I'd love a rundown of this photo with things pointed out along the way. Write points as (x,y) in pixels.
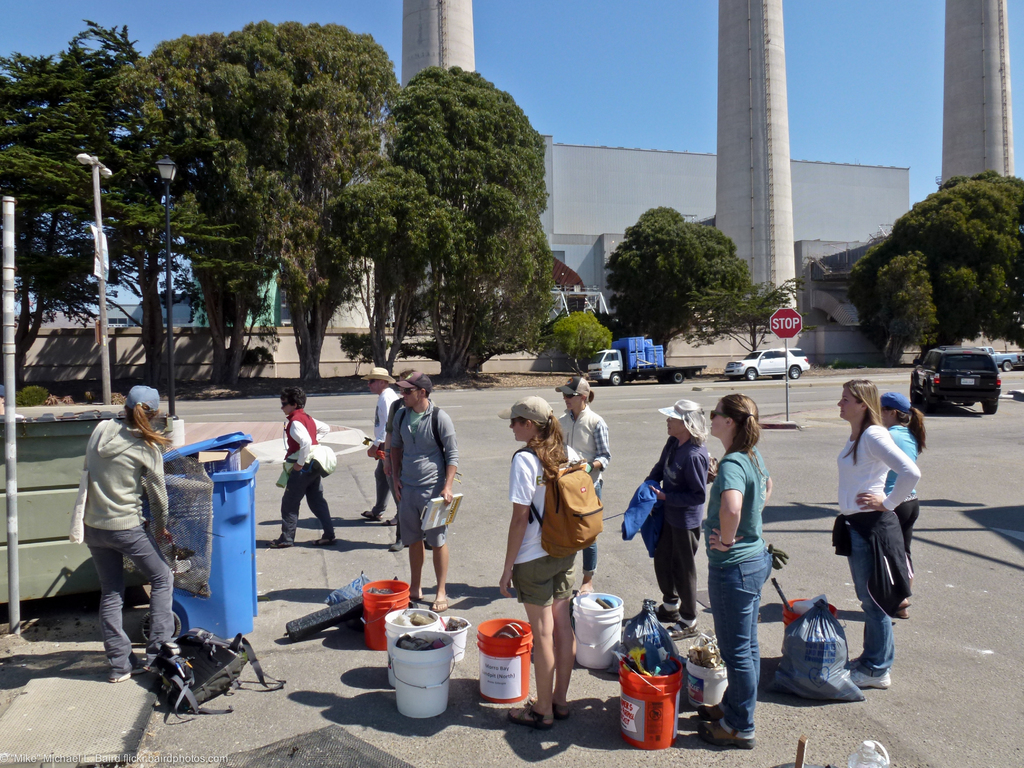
In this picture we can see some people (762,578) standing, buckets (615,639), bags (814,616), vehicles (759,362) on the road (461,426), poles (8,265), lights (92,161), trees (141,161), building (900,196), signboard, some objects (217,505) and in the background (528,50) we can see the sky (624,65).
